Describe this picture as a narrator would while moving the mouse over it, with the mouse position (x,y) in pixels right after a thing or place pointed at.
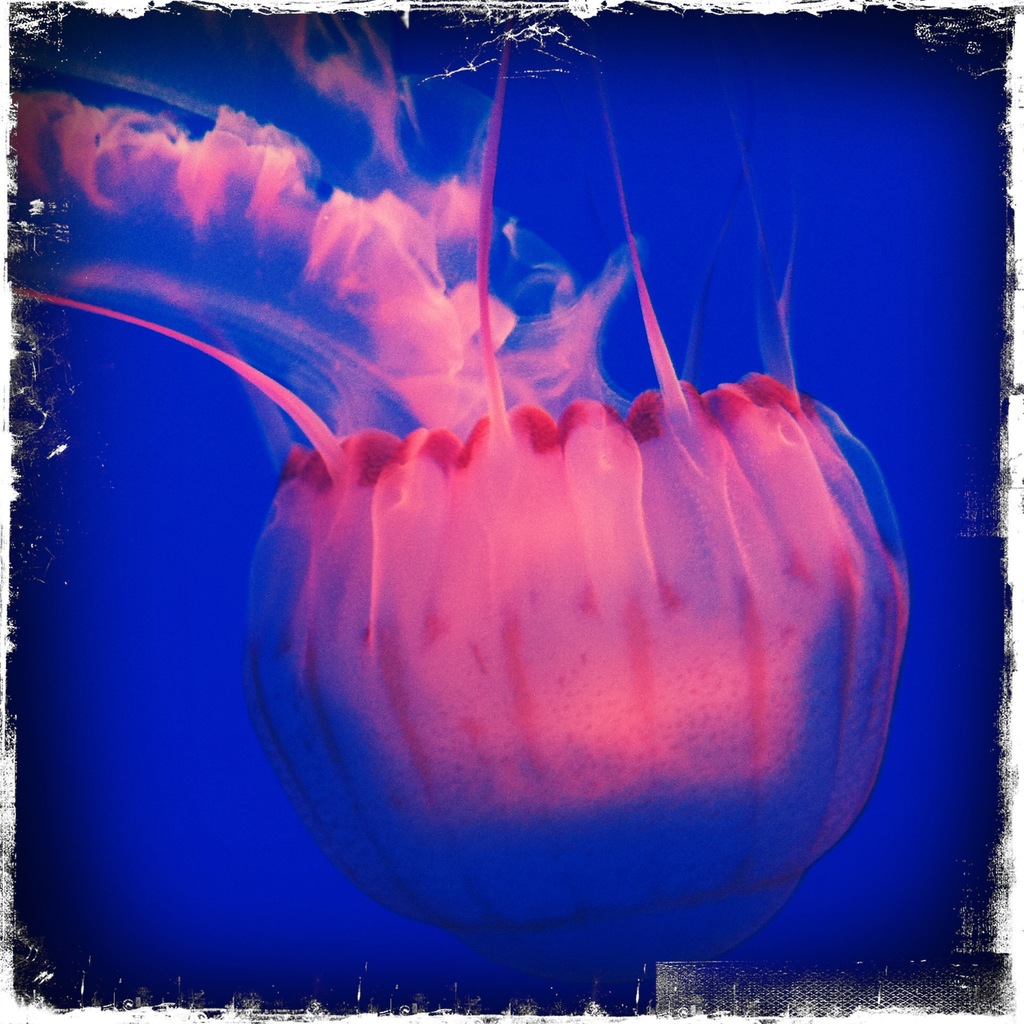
Background (430,947) portion of the picture is in blue color. This picture is mainly highlighted with a jellyfish (523,355).
